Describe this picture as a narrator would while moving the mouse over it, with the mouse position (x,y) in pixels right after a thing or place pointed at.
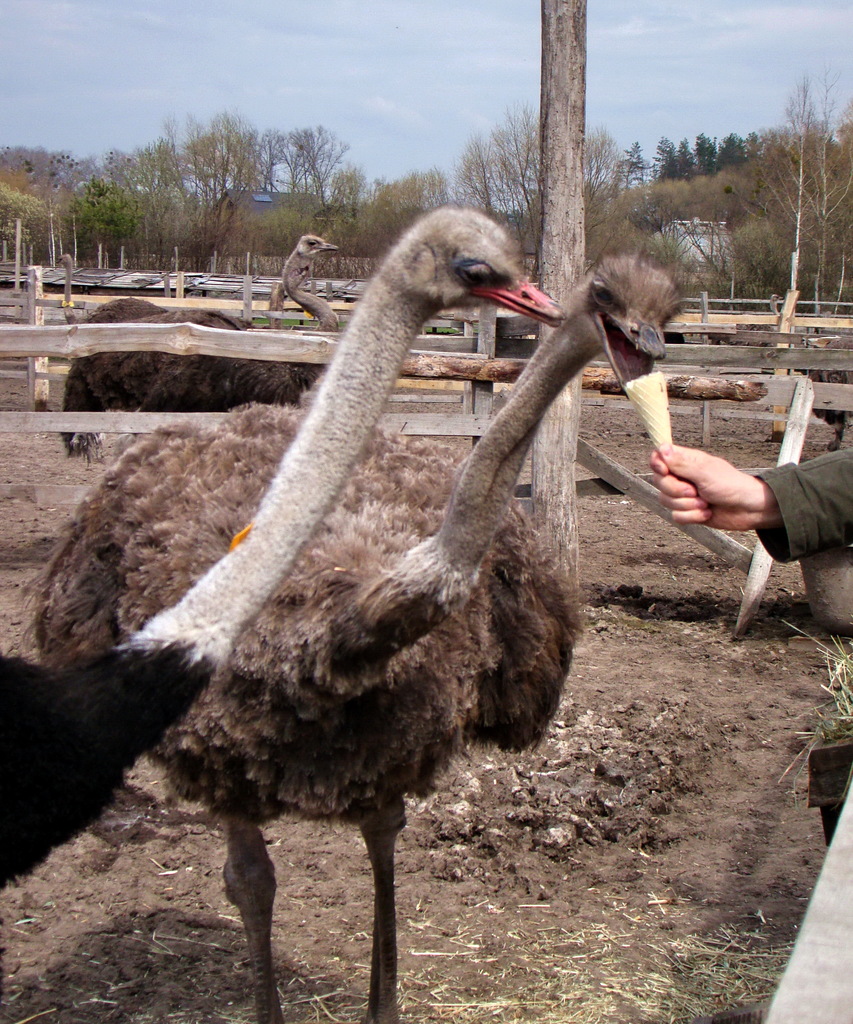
In the image we can see there are many ostrich (283,569) and trees (536,242). Here we can see wooden fence (58,347), pole (573,195) and the cloudy sky (275,36). We can even see a human hand (706,511) holding ice cream cone (657,393).
